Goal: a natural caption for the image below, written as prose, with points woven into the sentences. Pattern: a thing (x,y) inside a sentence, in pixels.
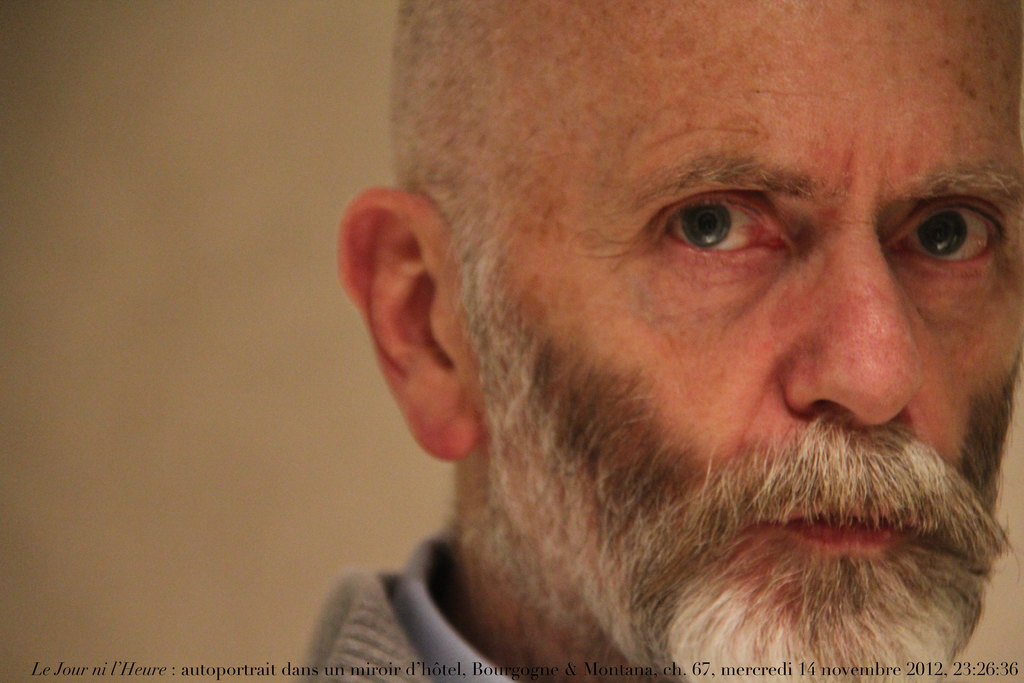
In the image there is a face (673,297) of a man (673,297) and there is some text (498,674) at the bottom of the picture (991,668).
